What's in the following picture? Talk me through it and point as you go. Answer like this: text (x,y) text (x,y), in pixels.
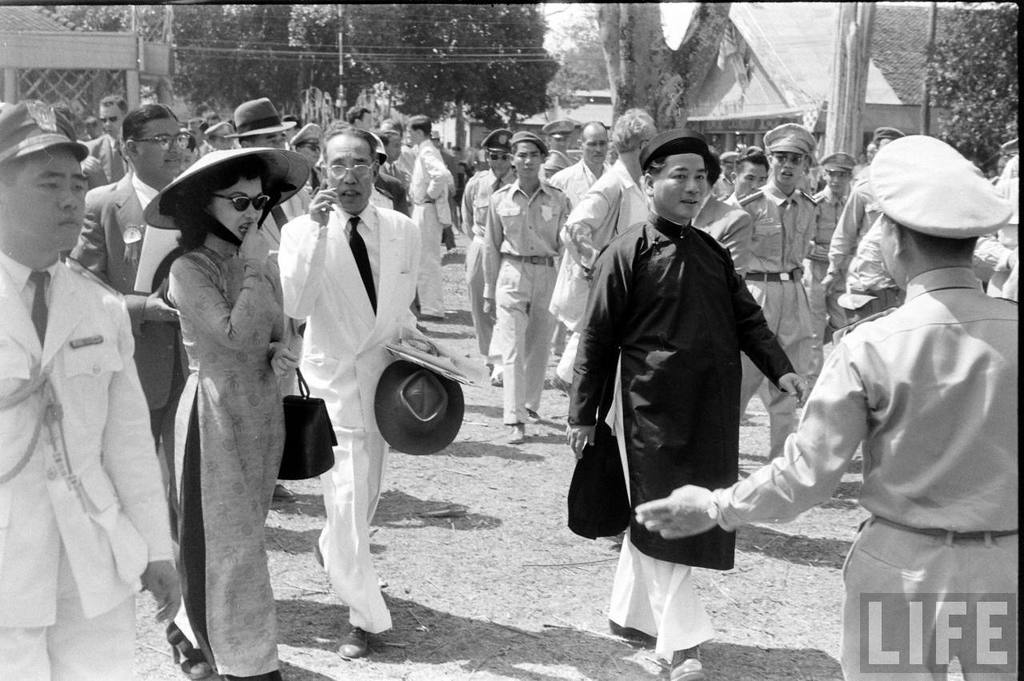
In this picture there are group of people (687,232) walking. At the back (65,19) there are buildings (588,99) and trees (498,86) and there are poles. At the bottom (489,583) there is ground (410,481). At the bottom right (894,620) there is text (897,611).
